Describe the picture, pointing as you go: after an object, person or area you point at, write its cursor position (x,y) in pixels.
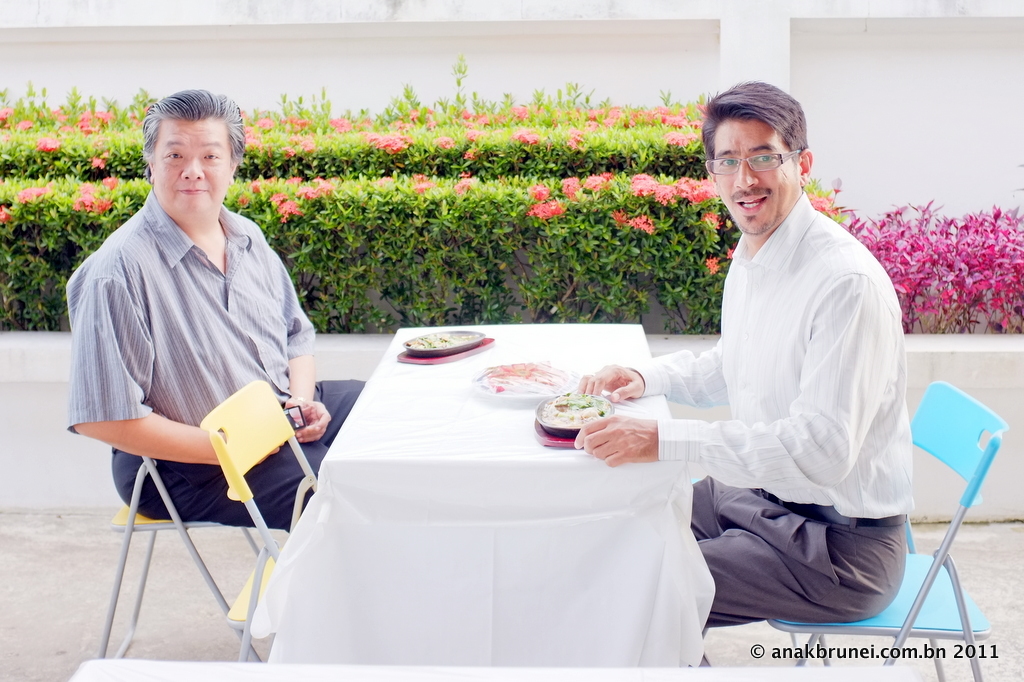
In this image we can see this two persons (184,429) are sitting on the chairs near the table (403,498). We can see plates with food (579,409) on the table (475,447). In the background of the image (591,181) we can see shrubs (595,191) and a wall (619,56).
